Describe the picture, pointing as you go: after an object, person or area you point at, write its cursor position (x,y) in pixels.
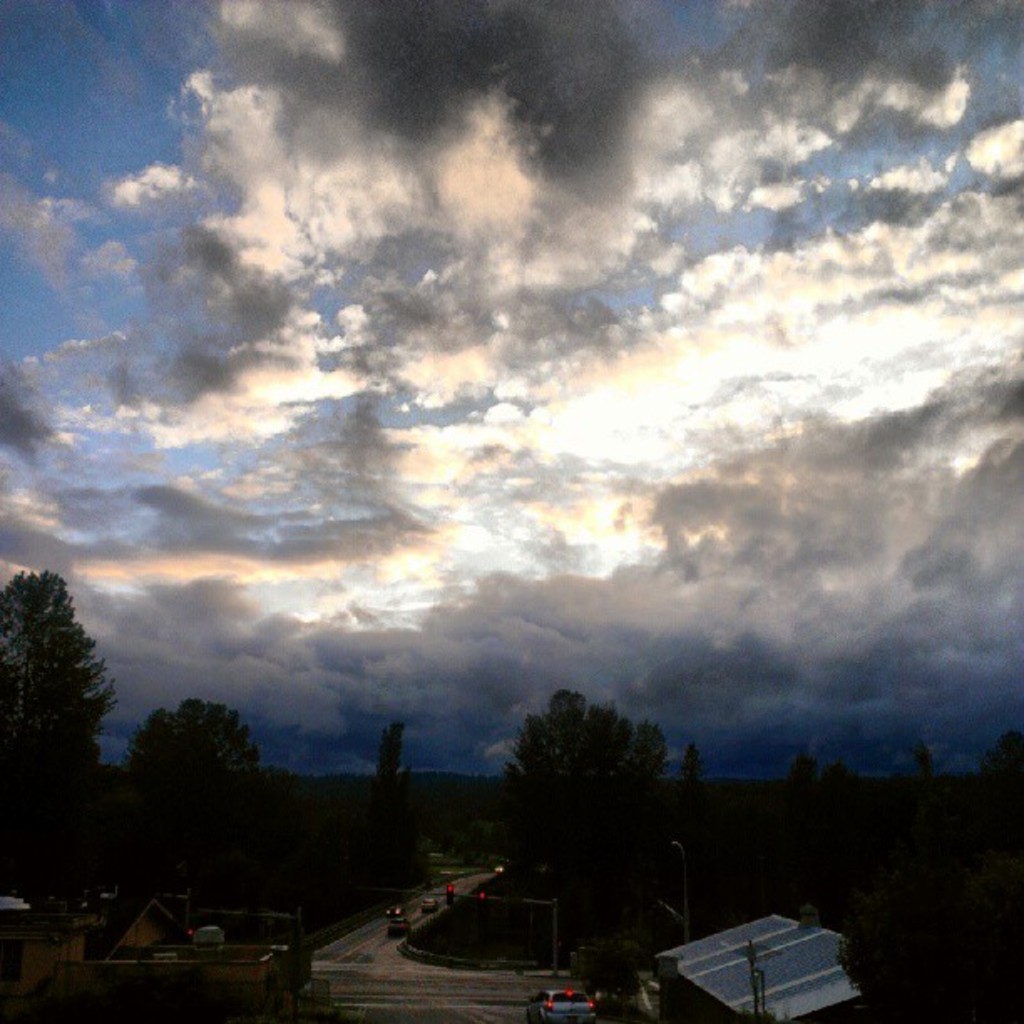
In this image, we can see a cloudy sky (518,523). At the bottom (15,930), there are so many trees (838,784), houses (714,983), roads (520,1000), vehicles (390,930), poles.
